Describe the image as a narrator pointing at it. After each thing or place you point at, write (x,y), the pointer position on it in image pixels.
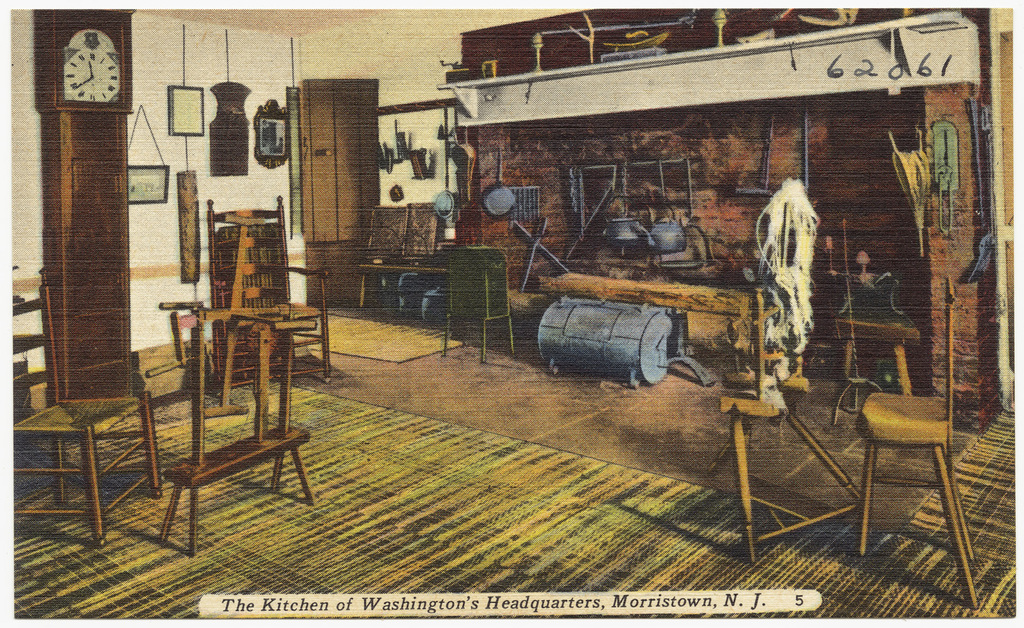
This image is a poster in which there are chairs (236,344), wall (286,197), door (321,123) and other objects (297,142). At the bottom of the image (295,526) there is floor (297,548). To the left side of the image (49,83) there is a clock (49,70). At the bottom of the image (487,597) there is text (678,606).
